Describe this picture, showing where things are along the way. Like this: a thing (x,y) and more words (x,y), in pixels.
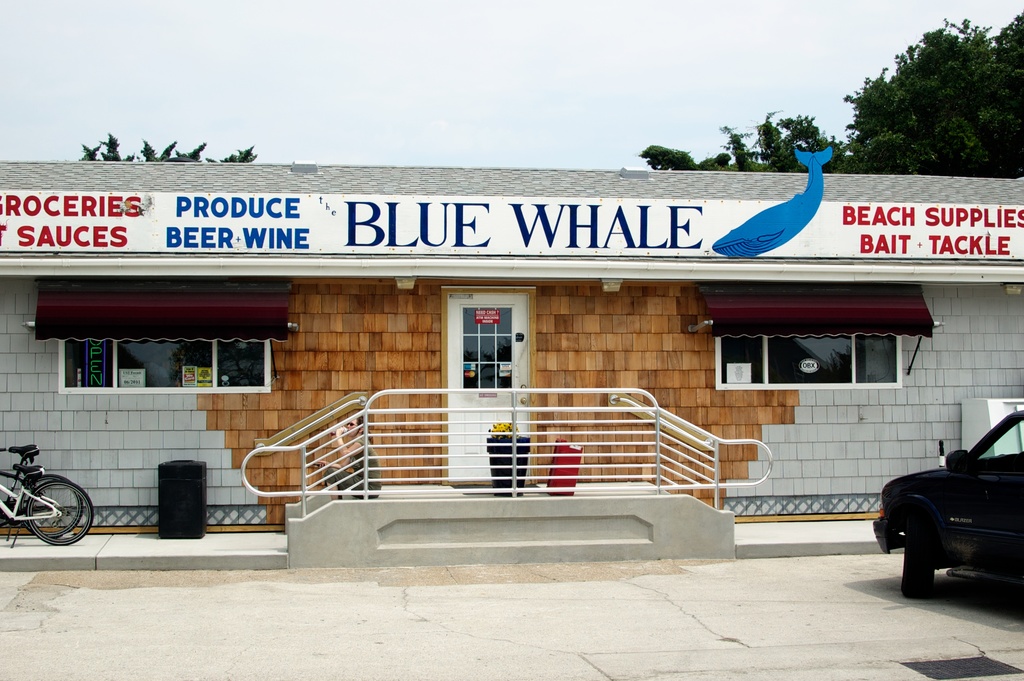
In this image we can see a car (1010,540) parked here, we can see bicycles (43,493), a person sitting on the stairs (521,528), we can see the door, glass windows (825,365), board (581,225) on which we can see some text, trees (918,114) and the sky (147,108) in the background (191,48).
